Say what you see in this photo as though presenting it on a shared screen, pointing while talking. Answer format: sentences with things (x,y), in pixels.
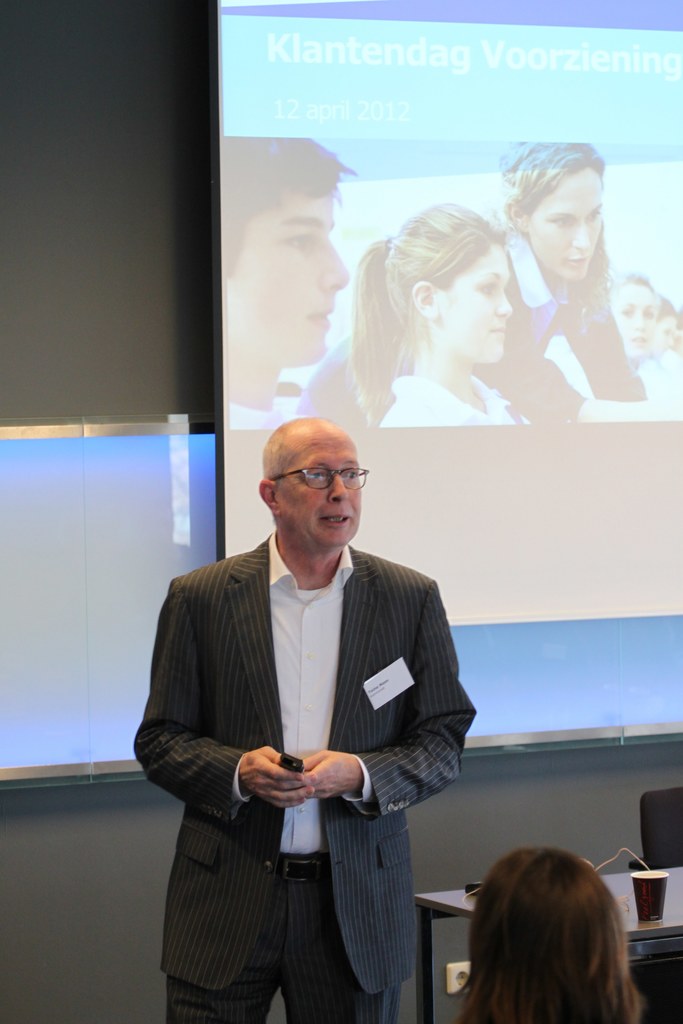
In this image we can see a man (182,701) standing on the floor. He is wearing a suit (267,661) and he is holding a remote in his hands (340,777). Here we can see the head (487,915) of a person (511,896) on the bottom right side (580,986). Here we can see the wooden table (630,902). Here we can see a cup (649,912) on the table (639,921). In the background (549,296), we can see the screen (544,293).
